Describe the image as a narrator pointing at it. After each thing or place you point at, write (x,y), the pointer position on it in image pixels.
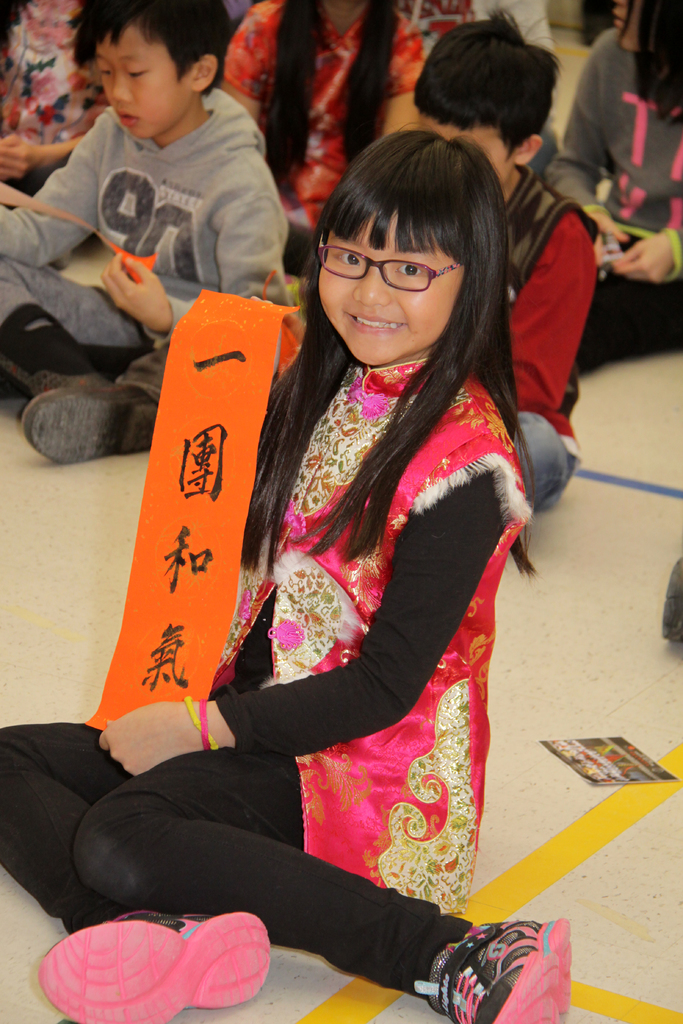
In the foreground of the picture (380,505) we can see a girl (370,388) holding an orange ribbon (208,389). In the background (120,84) there are kids (491,61) sitting on the floor (606,692). On the right (592,768) we can see a photograph (580,740).
